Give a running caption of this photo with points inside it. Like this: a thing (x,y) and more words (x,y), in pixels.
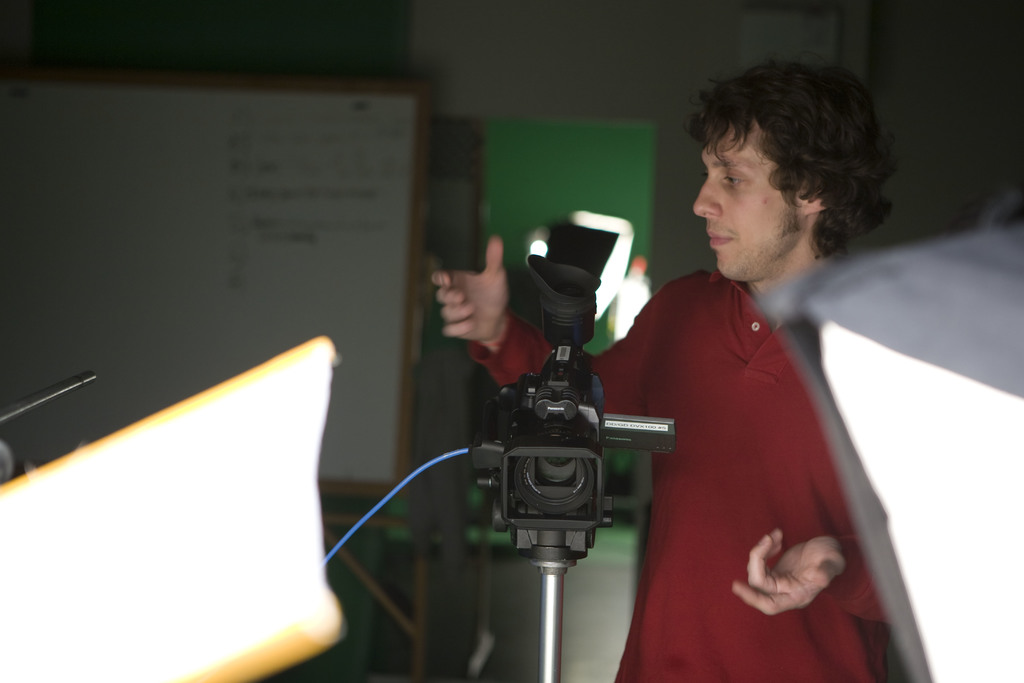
In this image I see a man (752,387) who is wearing maroon color t-shirt (675,487) and I see a camera (521,436) over here and I see the wire (394,492). In the background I see the white board (392,472) over here and I see the green color thing (637,152) over here and I see it is white in the front (956,509).
